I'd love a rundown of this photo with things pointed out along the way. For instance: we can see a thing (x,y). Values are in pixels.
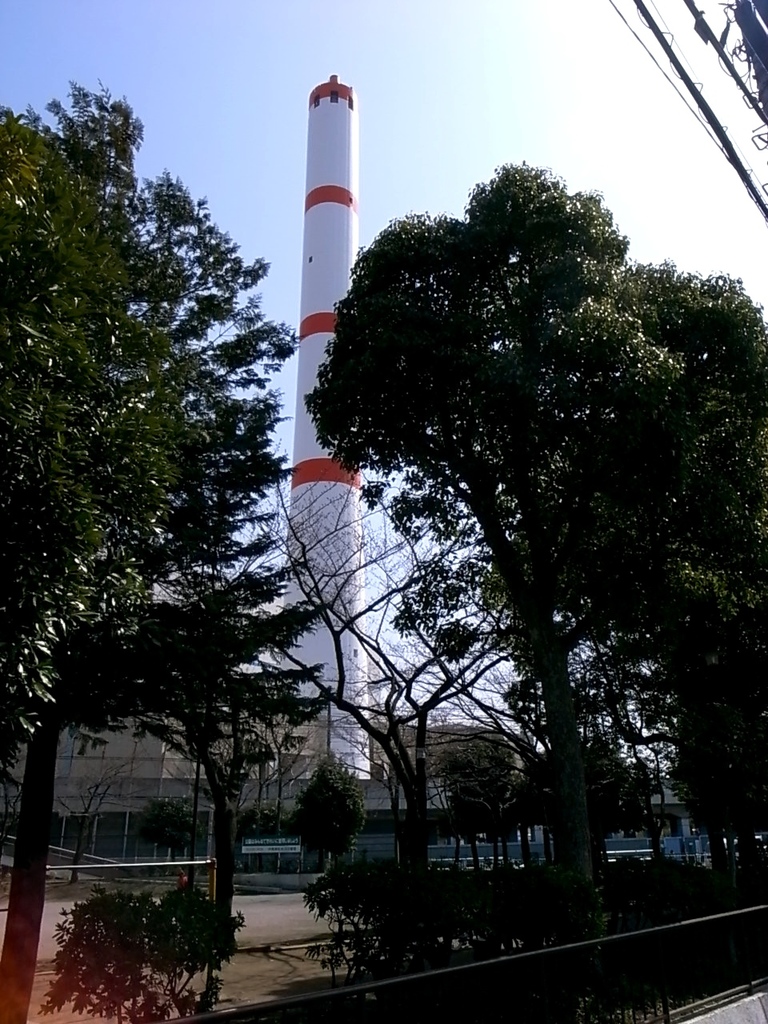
In this image, in the middle (333,506), we can see a chimney (338,562). On the right side (655,568) and left side (255,454), we can see some trees (411,806) and plants (638,879). In the background (67,742), we can see a building (124,754). In the right corner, we can see a metal instrument (765,215). At the top (186,146), we can see a sky (662,124).
